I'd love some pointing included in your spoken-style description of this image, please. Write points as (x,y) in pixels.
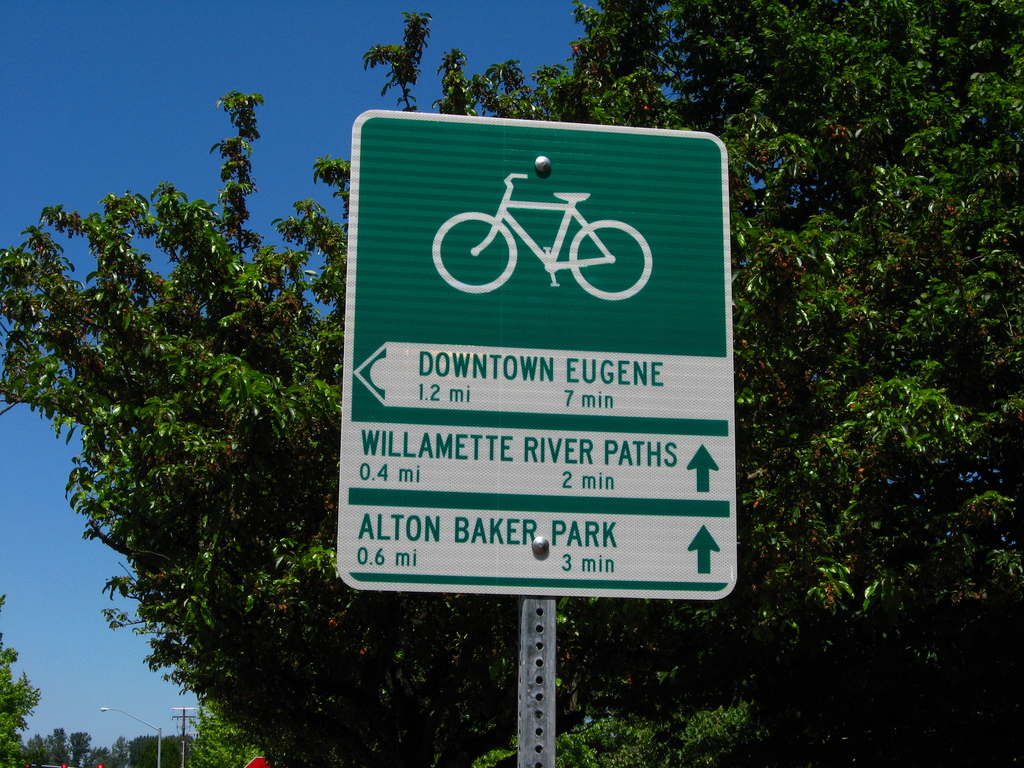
In the image there is a bicycle sign board (572,408) in the middle (450,404) with plants (329,480) behind it and above it is sky (126,79).
